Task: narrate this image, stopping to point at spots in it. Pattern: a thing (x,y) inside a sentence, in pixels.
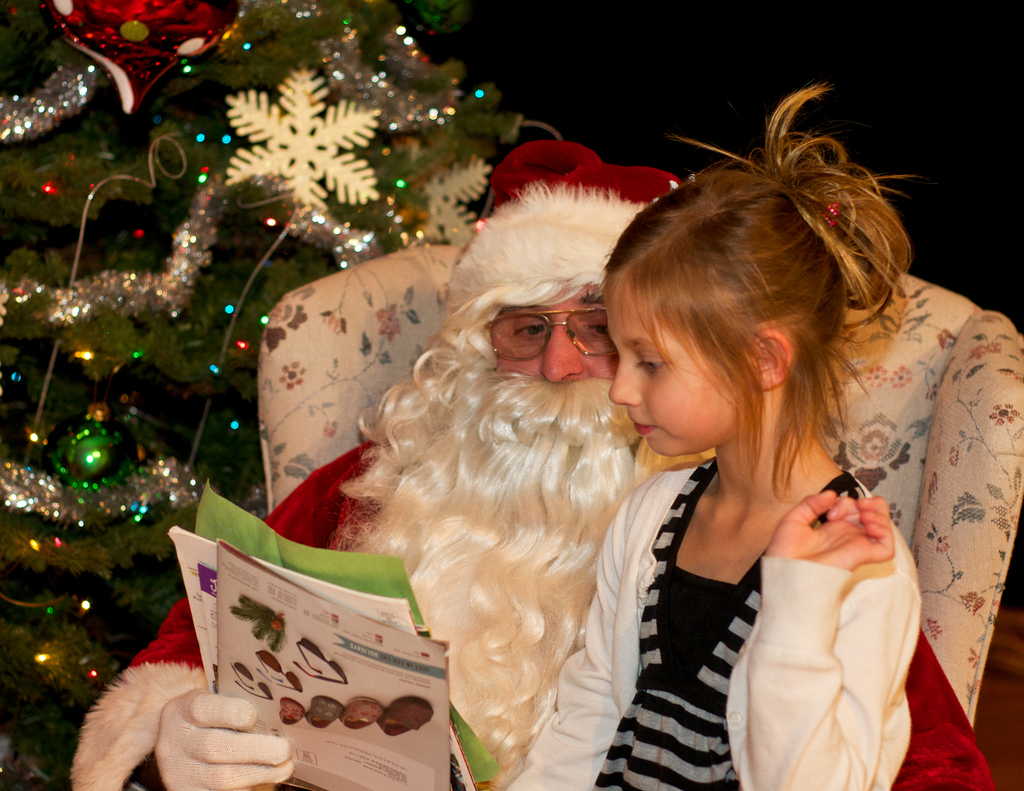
In this picture there is a girl (641,553) sitting with santa claus (372,455) in a couch (958,439), santa claus (465,553) is holding papers (245,613). On the left (156,264) there is a decorated christmas tree (157,161). The background (829,31) is dark.
